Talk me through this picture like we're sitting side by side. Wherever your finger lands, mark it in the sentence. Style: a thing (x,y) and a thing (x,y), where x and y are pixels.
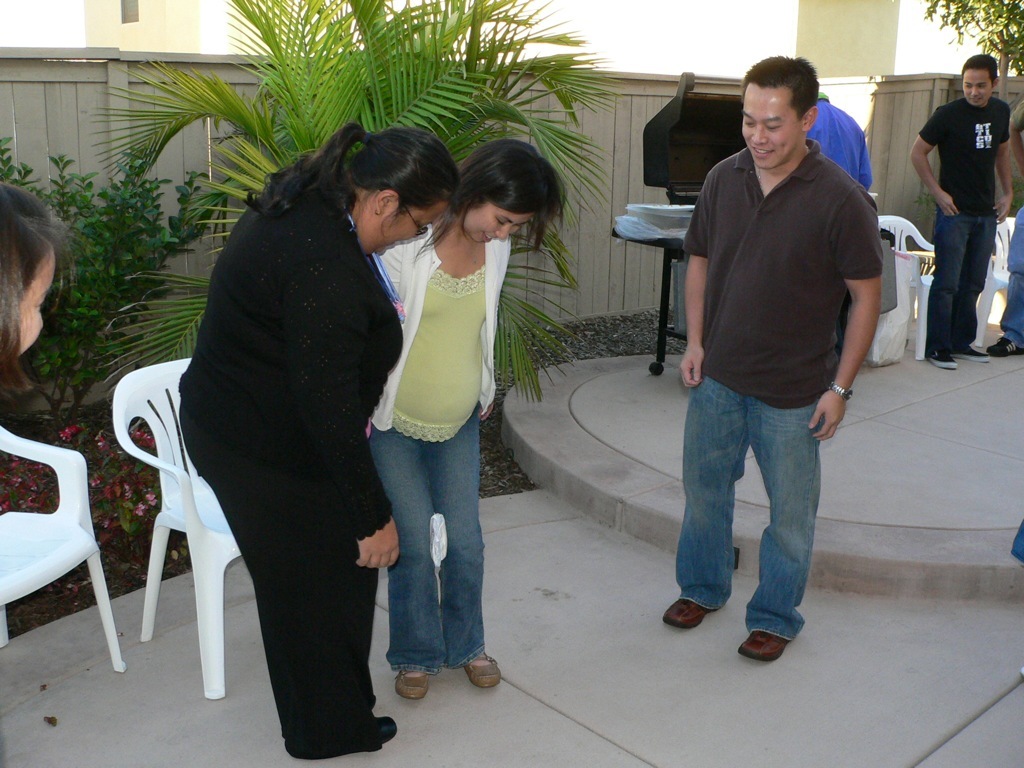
In this image we can see men (734,320) and women (385,413) standing on the floor (640,447). In the background (384,31) there are wooden fence (144,84), buildings (151,35), shrubs (132,254), plants (102,312) and chairs (158,565).
